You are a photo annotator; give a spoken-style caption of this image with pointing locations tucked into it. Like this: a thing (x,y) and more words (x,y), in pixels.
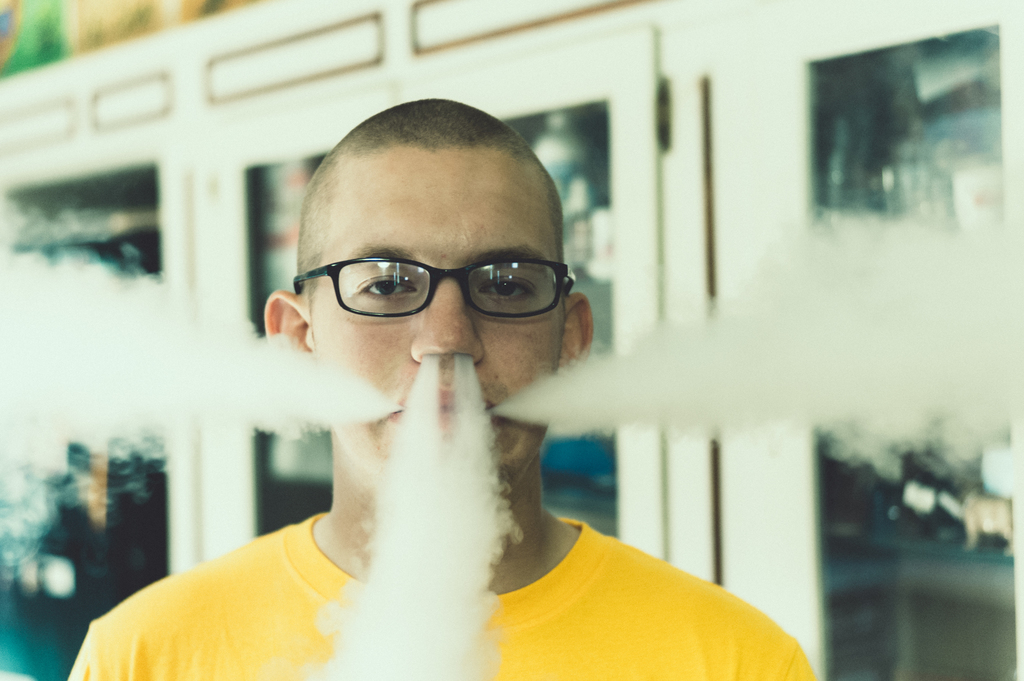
There is a smoke (554,398) coming out from a person's nostrils (447,354) and mouth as we can see in the middle of this image (619,337), and there are some glass doors (265,230) in the background (687,460).
